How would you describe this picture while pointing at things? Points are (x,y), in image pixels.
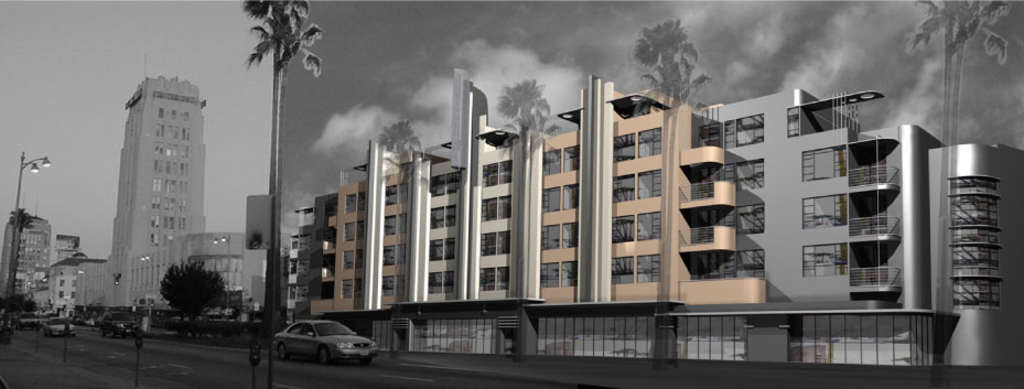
As we can see in the image there are buildings (380,234), trees (182,290), vehicles (294,348), street lamp (31,164), sky (382,38) and clouds (411,89).
